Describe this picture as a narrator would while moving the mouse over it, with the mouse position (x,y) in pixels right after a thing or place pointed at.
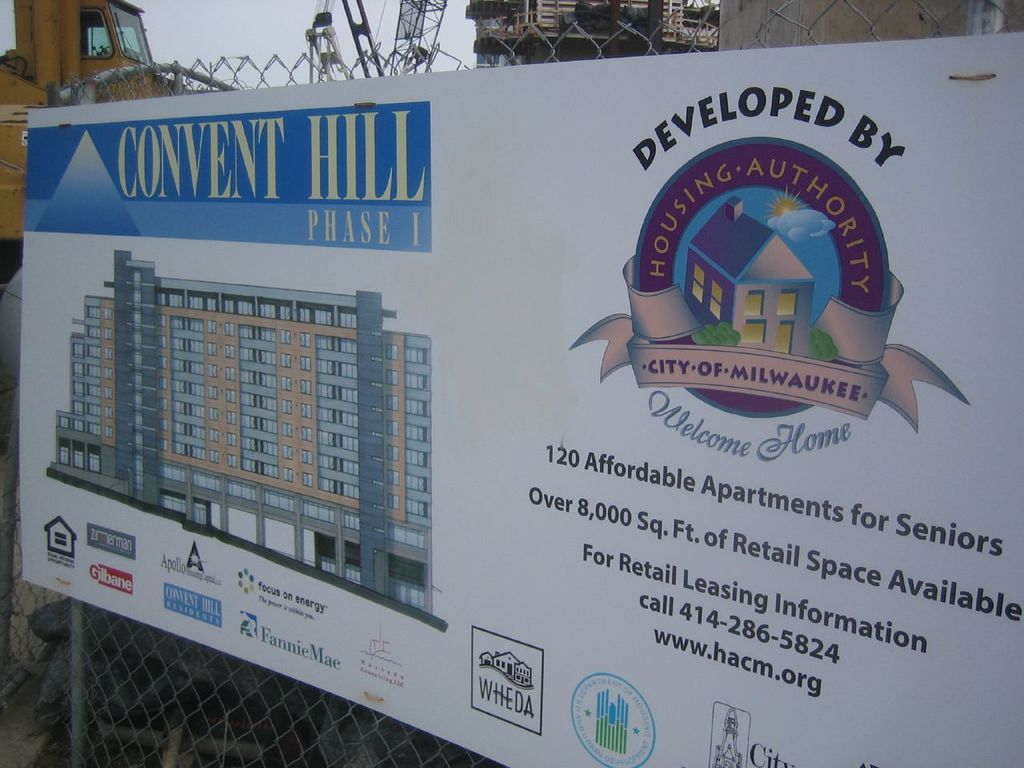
In this picture we can see a board (223,605) and mesh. At the top of the image (321,28) we can see the vehicles (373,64), towers (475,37), wall (832,14) and sky (301,49). In the bottom left corner (22,718) we can see the ground (17,738).
